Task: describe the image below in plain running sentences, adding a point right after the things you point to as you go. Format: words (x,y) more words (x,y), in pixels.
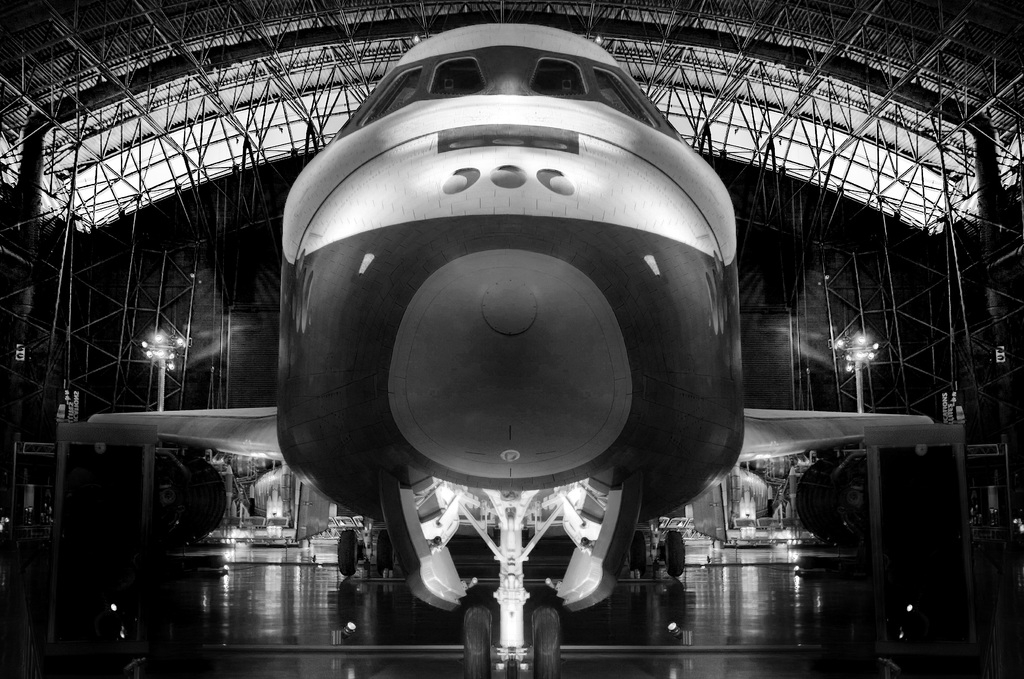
In a given image I can see a lights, shed (101,162), fence (117,176) and some other objects (483,675).
